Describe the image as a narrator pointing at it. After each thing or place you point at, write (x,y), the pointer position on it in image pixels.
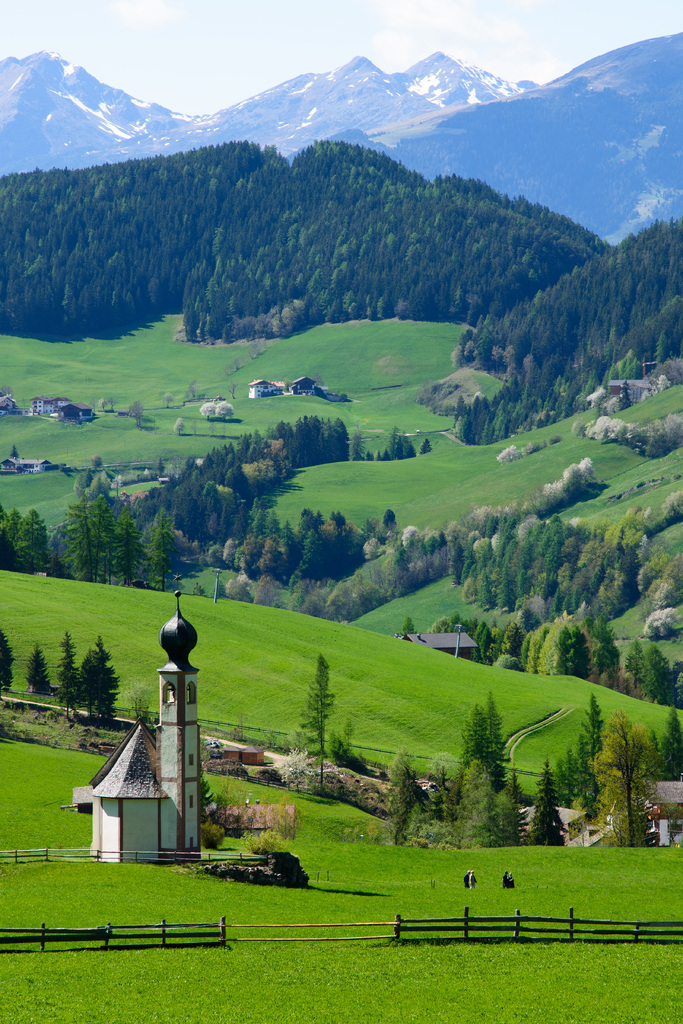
In this image I can see few trees (377,527), a house (180,711) which is white and black in color, the railing (200,941), some grass (513,962) and few buildings (447,643). In the background (429,584) I can see few buildings (284,388), few trees (281,195), few mountains (618,159) and the sky (343,52).
